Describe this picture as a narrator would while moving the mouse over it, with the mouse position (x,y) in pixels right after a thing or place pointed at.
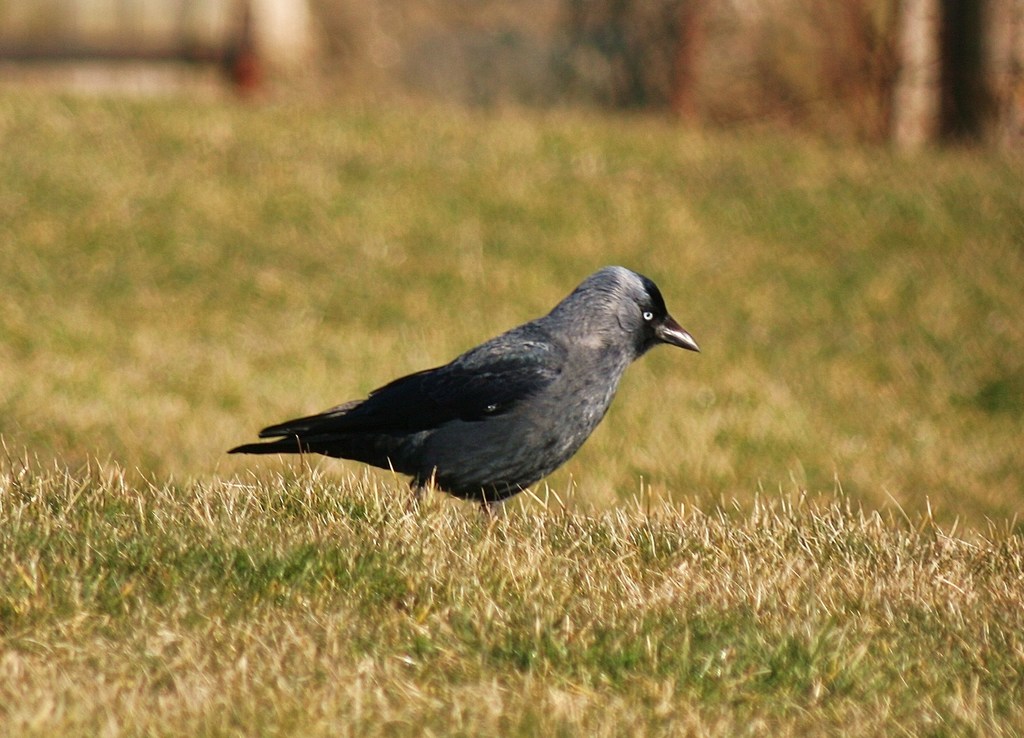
In the center of the image (533,404) we can see a crow (416,389). In the background of the image (520,248) we can see the grass (63,490).
